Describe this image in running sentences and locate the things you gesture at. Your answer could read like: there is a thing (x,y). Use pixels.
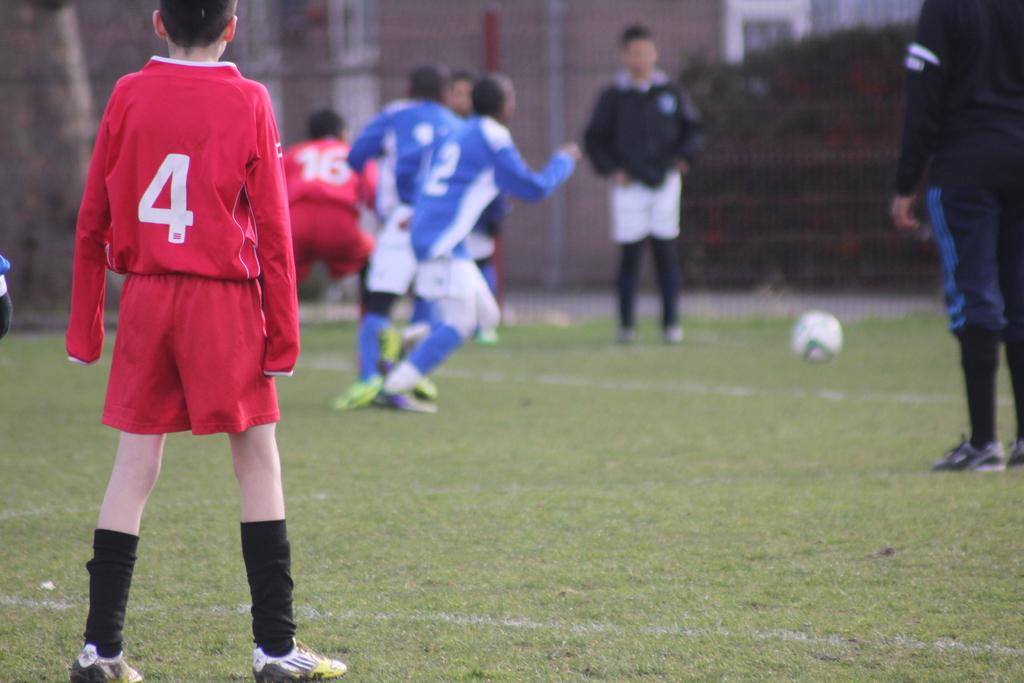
In this image we can see some group of persons (318,188) wearing red and blue color dress (447,186) respectively playing foot ball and there are some persons (992,122) wearing black color dress (994,236) also standing and in the background of the image (10,165) there are some trees (88,105).
